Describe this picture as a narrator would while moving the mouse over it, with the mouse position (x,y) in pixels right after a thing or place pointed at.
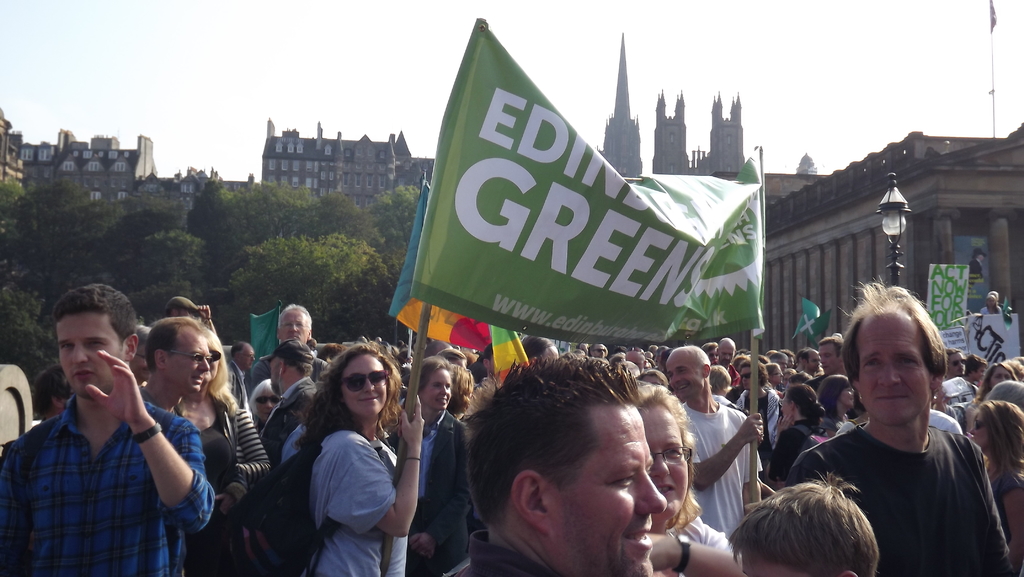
In the center of the image (676,358) there are people (212,514) standing and there are two persons (380,393) holding a banner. In the background of the image (19,250) there are trees (358,221). There are buildings (366,156).
